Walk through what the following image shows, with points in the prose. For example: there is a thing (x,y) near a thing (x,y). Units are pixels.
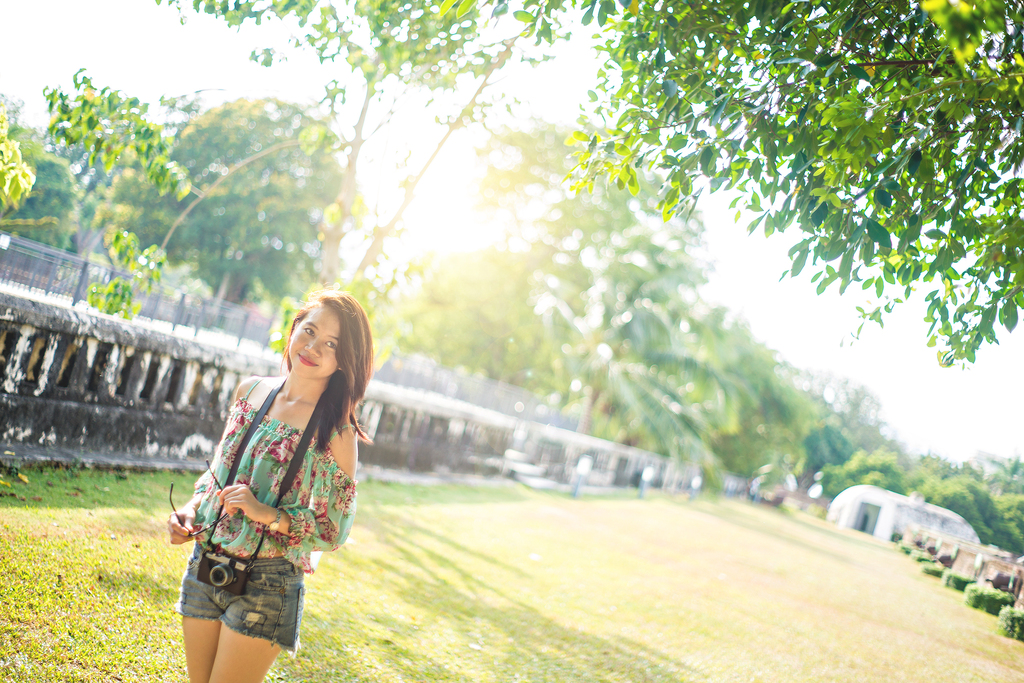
In this image there is a girl (271,500) holding specs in her hand (236,510) and she is wearing a camera (235,582) on her neck (290,387), she is standing on the surface of the grass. On the left side of the image (64,378) there is a fencing (71,372) with wall (95,372). At the top of the image (868,161) we can see the leaves (822,143) of a tree (882,126). In the background (936,403) there are trees (746,365) and the sky (76,41).
